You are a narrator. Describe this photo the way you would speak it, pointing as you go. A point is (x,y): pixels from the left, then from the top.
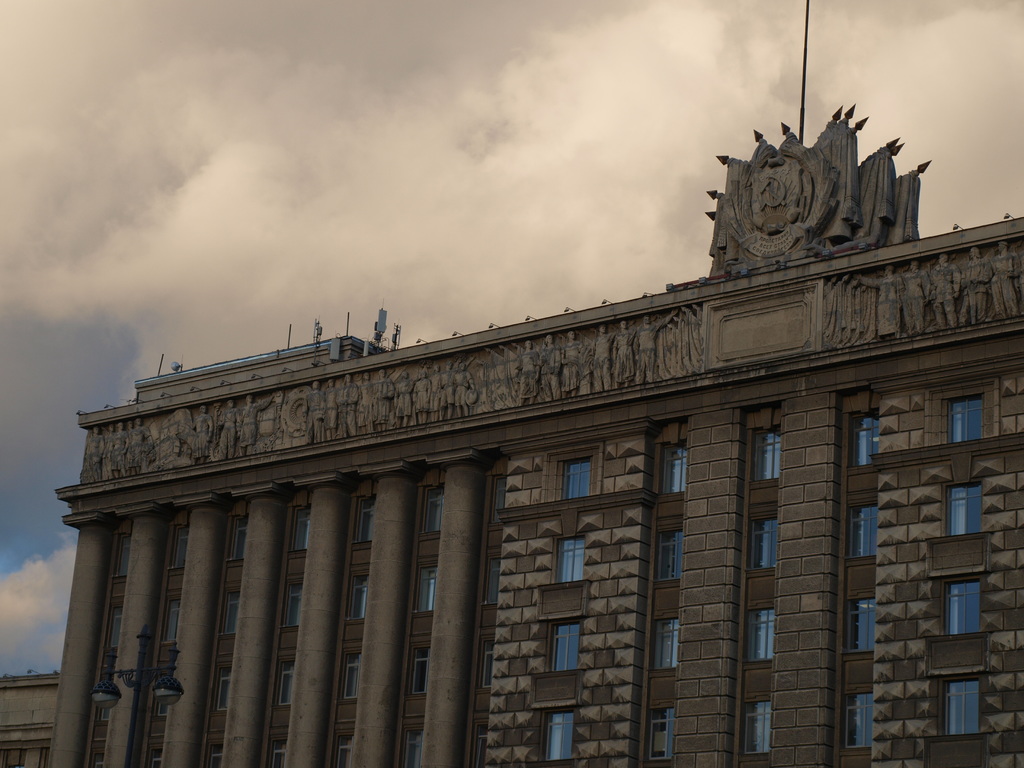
At the bottom of this image (594,735), there are buildings (4,756) which are having windows (864,459). In the background (115,171), there are clouds (362,126) in the sky (486,90).
